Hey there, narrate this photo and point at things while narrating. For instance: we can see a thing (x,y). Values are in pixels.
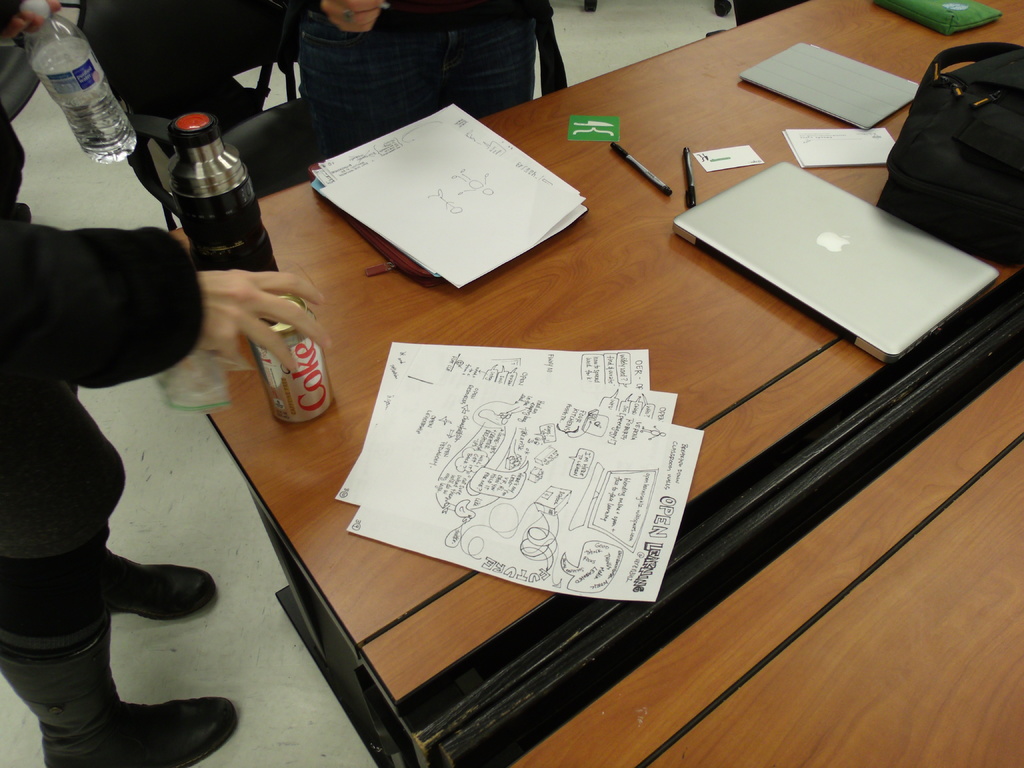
In this picture we can see a table (627,198) and on table (329,306) we have tin (276,337), bottle (188,189), papers (490,470), laptop (828,207), bags (926,90), pens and aside to this two persons (342,86) standing and at back of them we have chairs (171,66).
